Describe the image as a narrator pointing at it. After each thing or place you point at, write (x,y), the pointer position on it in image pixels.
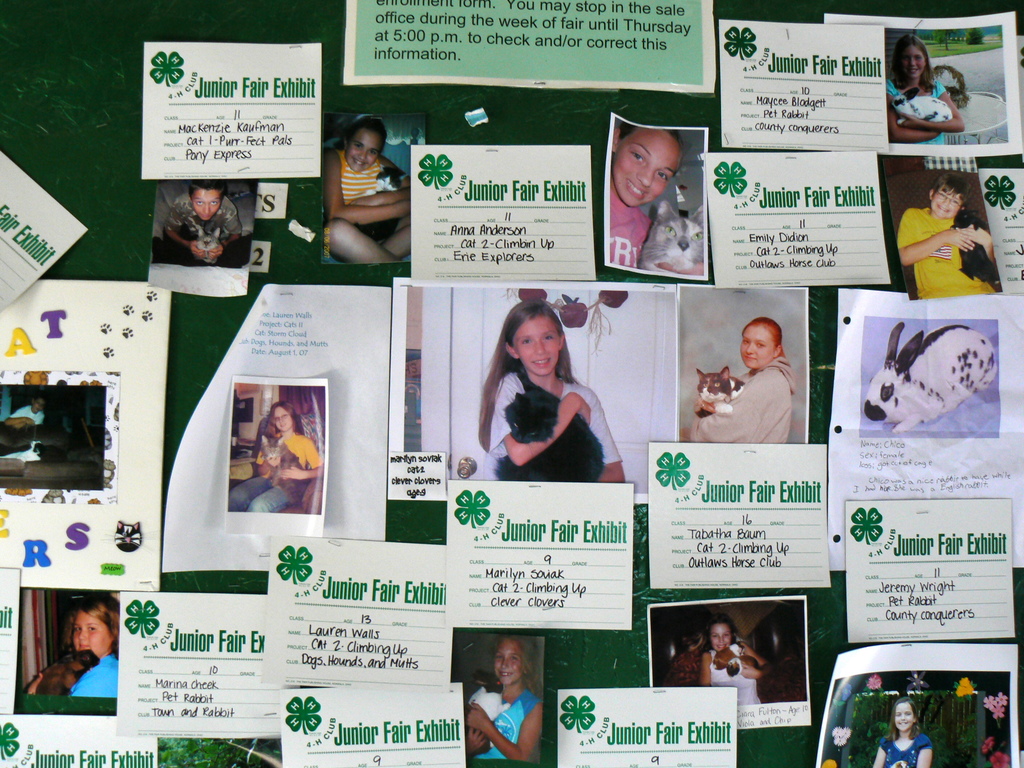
In this picture we can see a board (148,8), on which we can see some photos (462,445), some texted papers (287,106) are pasted to the board (259,384).
